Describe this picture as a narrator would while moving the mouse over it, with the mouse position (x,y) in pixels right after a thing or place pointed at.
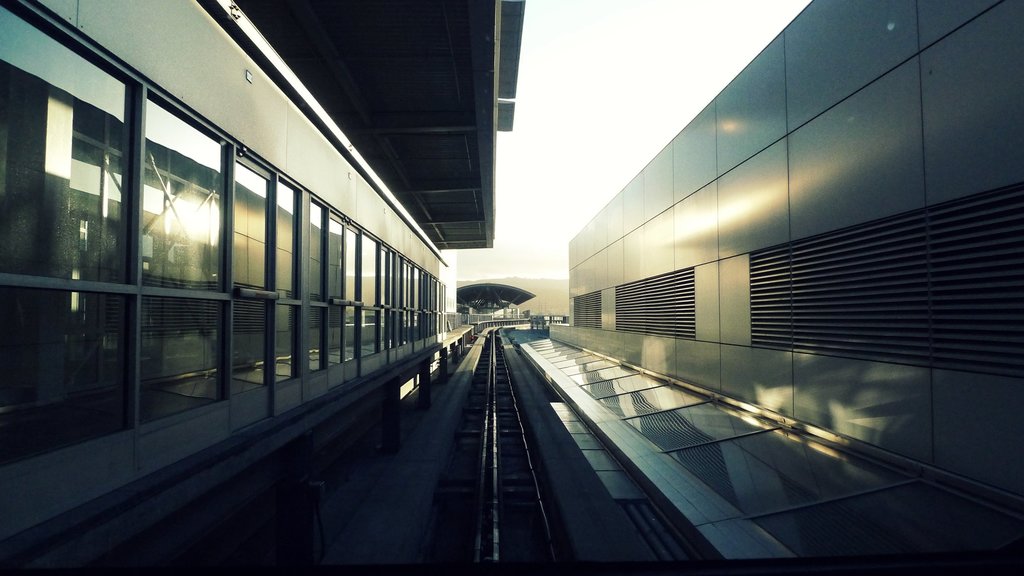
This picture is taken inside the railway station (590,488). In this image, on the right side (922,347), we can see a wall (822,199) with some grills (870,299). On the left side (138,354), we can see a building (154,353), glass window (159,332). In the background (487,278), we can see some roof (478,295), trees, mountains (547,288). At the top (610,68), we can see a sky (602,98), at the bottom (499,552), we can see a railway track (518,521).
